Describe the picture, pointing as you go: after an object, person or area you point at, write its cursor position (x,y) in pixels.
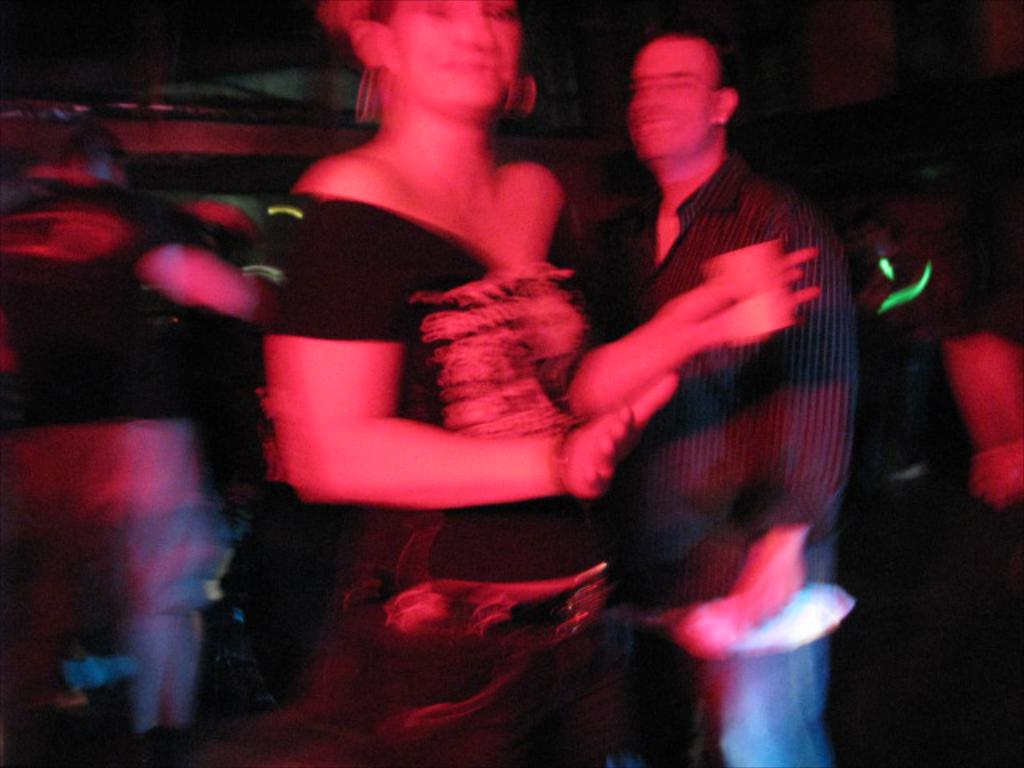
The image is blur but we can see few persons (512,480) are standing. On the right (713,560) a man (674,563) is holding an object (784,618) in his hand (799,554) and a woman (507,502) in the middle (519,409) is holding a cup (776,304) and other objects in her hands (748,286).
